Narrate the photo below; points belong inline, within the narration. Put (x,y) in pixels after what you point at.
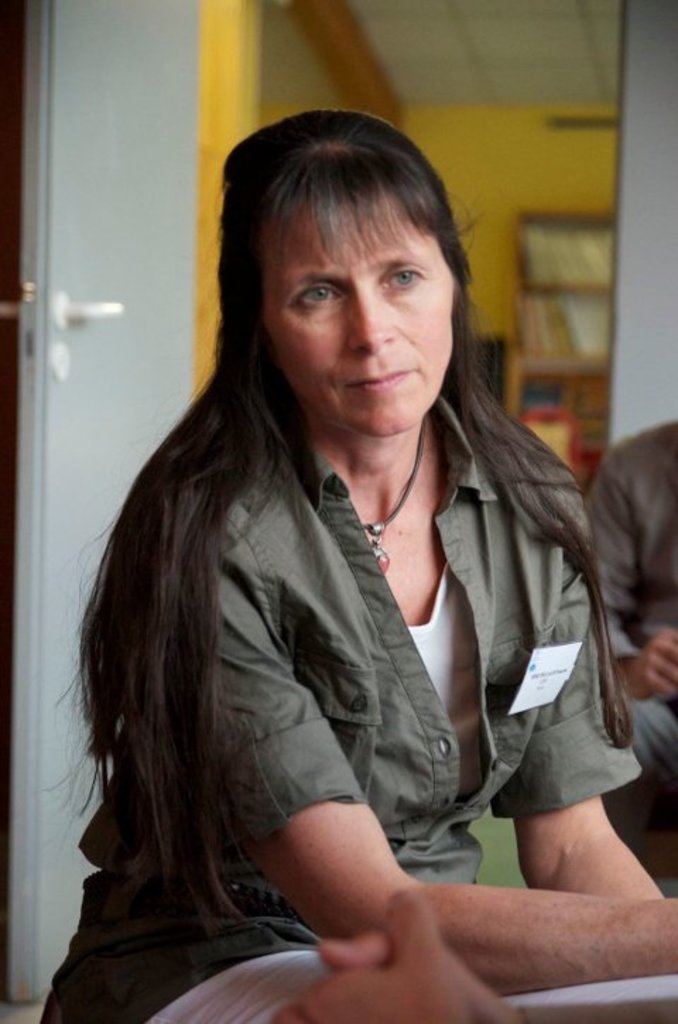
This picture describes about few people (479,582), in the background (555,300) we can see few books (573,336) in the racks (524,366), and also we can find a door (87,413).
